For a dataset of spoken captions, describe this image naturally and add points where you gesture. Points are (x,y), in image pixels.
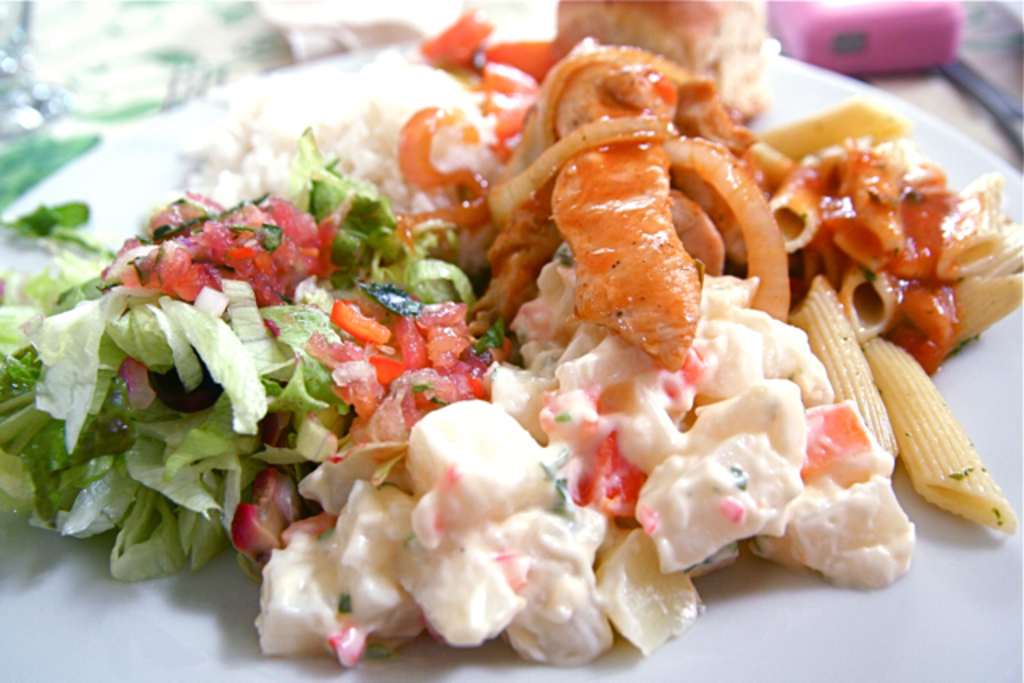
In this image I can see food (797,400) which is in white, red, green color in the plate (876,621) and the plate (858,627) is in white color.
